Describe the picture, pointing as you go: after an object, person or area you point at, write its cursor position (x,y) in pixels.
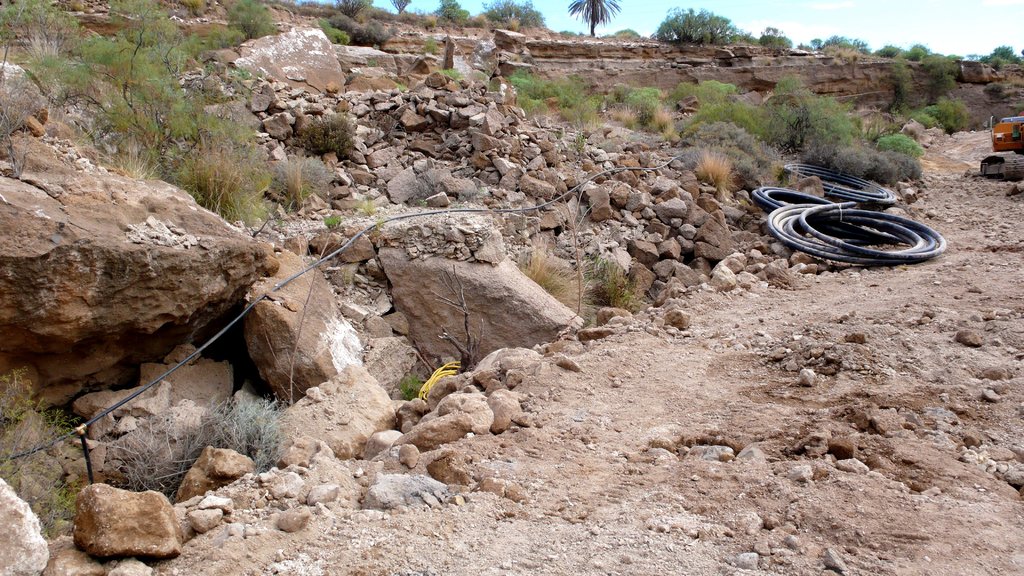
In this picture I can see the mud (975,142), stones (481,243) and rocks (338,201) in front (564,315). In the middle of this picture (411,216) I can see the black color pipes (818,203), a vehicle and few plants (688,33). In the background (1017,16) I can see the sky (760,8).
